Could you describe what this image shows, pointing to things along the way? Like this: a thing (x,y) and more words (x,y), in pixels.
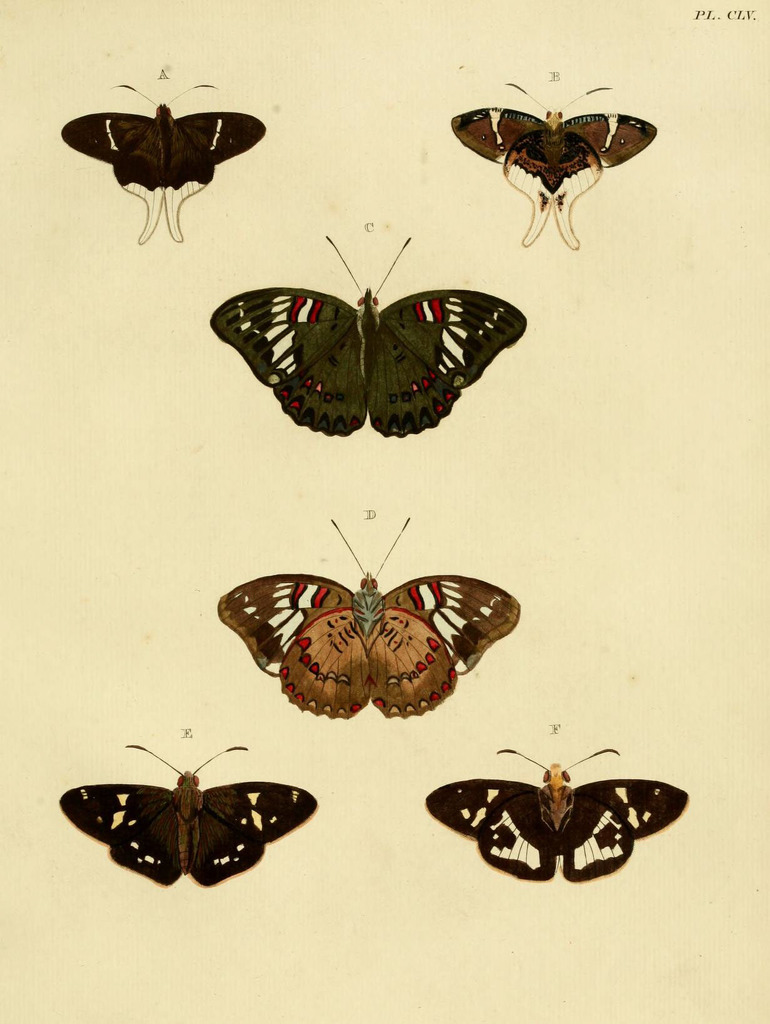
In this picture I can see few images (360,589) of butterflies (350,347). The background (99,522) is in cream color. In the top right (713,16) there is some text (700,16).
